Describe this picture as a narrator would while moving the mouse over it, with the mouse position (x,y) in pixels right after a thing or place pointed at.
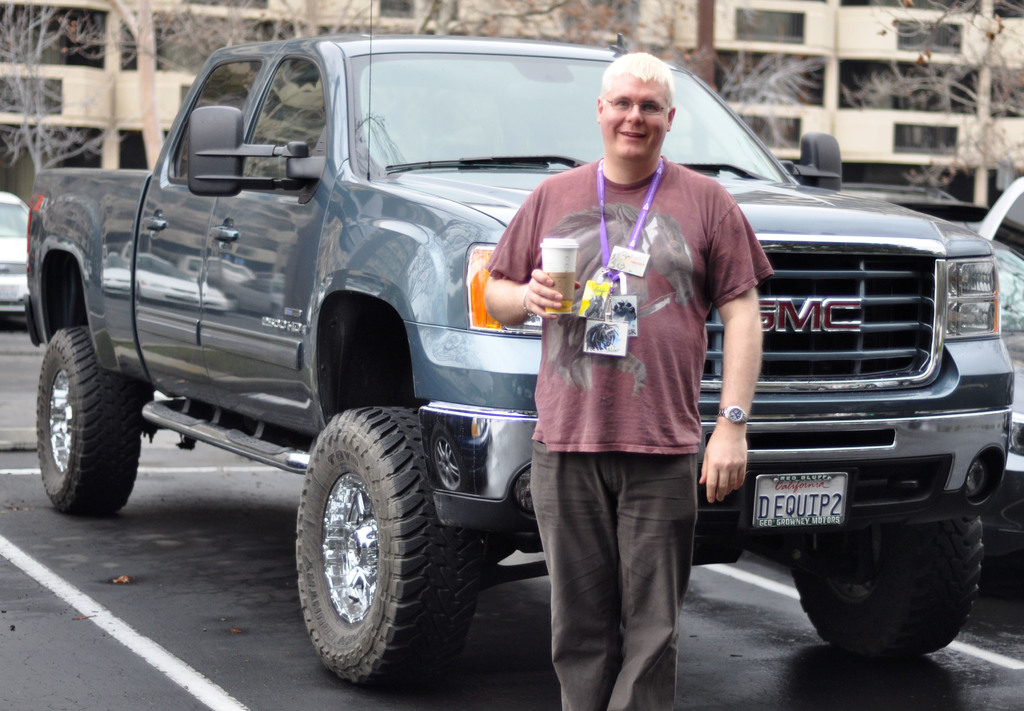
In this image we can see a man (573,197) holding a paper cup (563,279) and standing on the road (822,642). Behind the man (724,229) there is a vehicle (768,221). In the background (82,78) we can see many trees (229,20) and also buildings (125,59).
